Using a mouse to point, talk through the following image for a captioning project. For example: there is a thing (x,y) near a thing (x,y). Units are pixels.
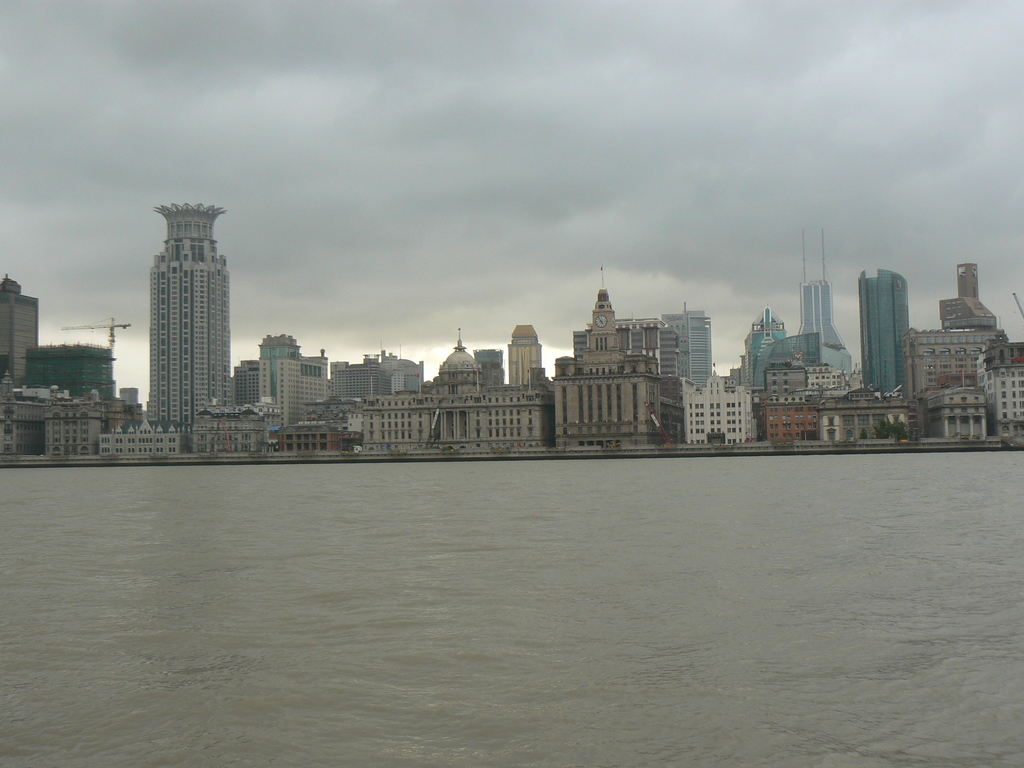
In this image, there are so many buildings (656,442), trees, crane (109,346) and few objects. At the bottom of the image (628,636), we can see the water (351,721). In the background (486,299), there is the cloudy sky (327,224).
